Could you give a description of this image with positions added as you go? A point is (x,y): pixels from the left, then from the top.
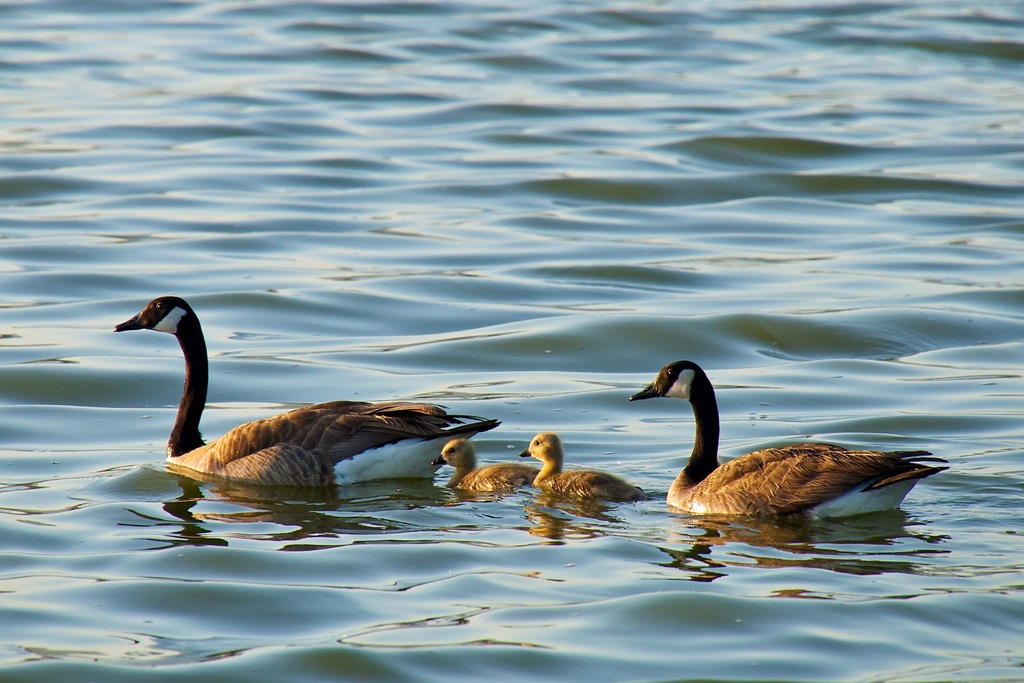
In this image we can see some geese (549,438) in a water body (417,523).
